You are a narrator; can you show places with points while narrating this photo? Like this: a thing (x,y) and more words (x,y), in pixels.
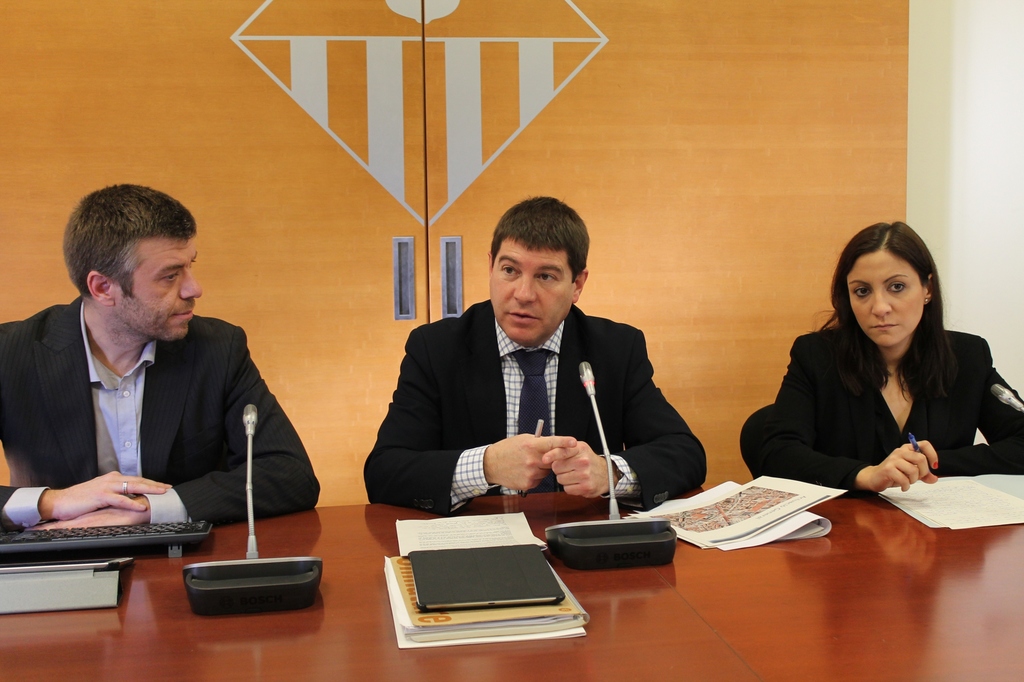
In this image I can see there are three persons (586,418) sitting in front of the table (777,605), on the table (777,619) I can see mike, keypad (113,539) and books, papers (729,541) kept and I can see a wooden door (459,139) visible at the background (630,146).
